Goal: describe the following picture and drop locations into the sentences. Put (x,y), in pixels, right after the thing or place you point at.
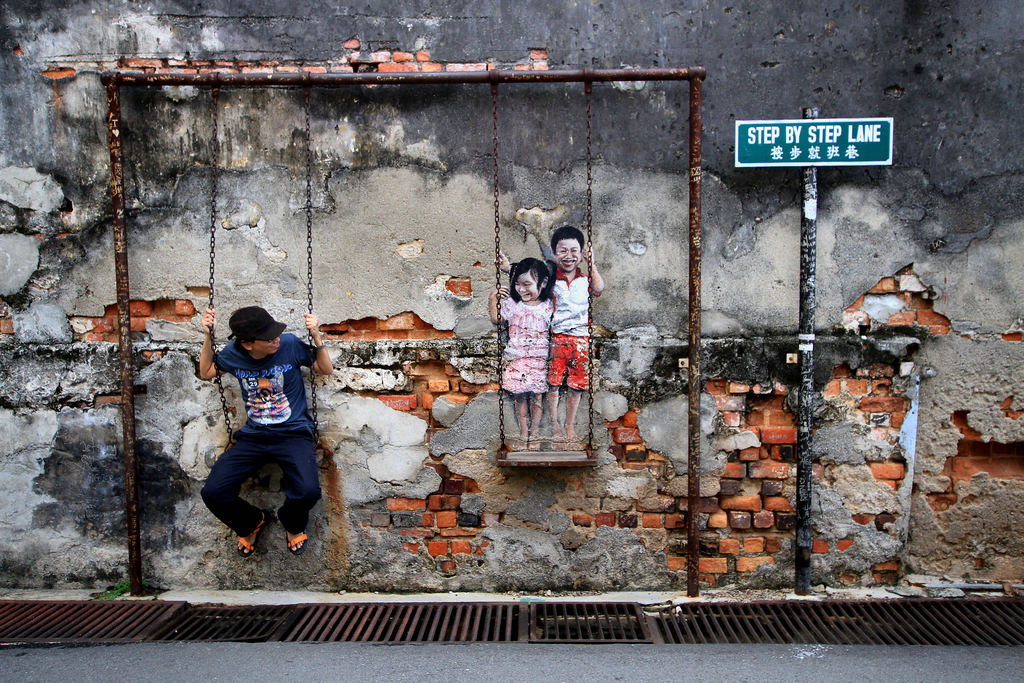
This picture is clicked outside. On the right (861,136) there is a green color board (827,144) attached to the pole (805,379) and we can see the two kids (549,288) standing on a swing (558,455). On the left (276,358) there is a person (271,362) wearing blue color t-shirt (268,365) and sitting on the swing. In the background (376,184) we can see the metal rods (453,74) and a wall (607,20).
